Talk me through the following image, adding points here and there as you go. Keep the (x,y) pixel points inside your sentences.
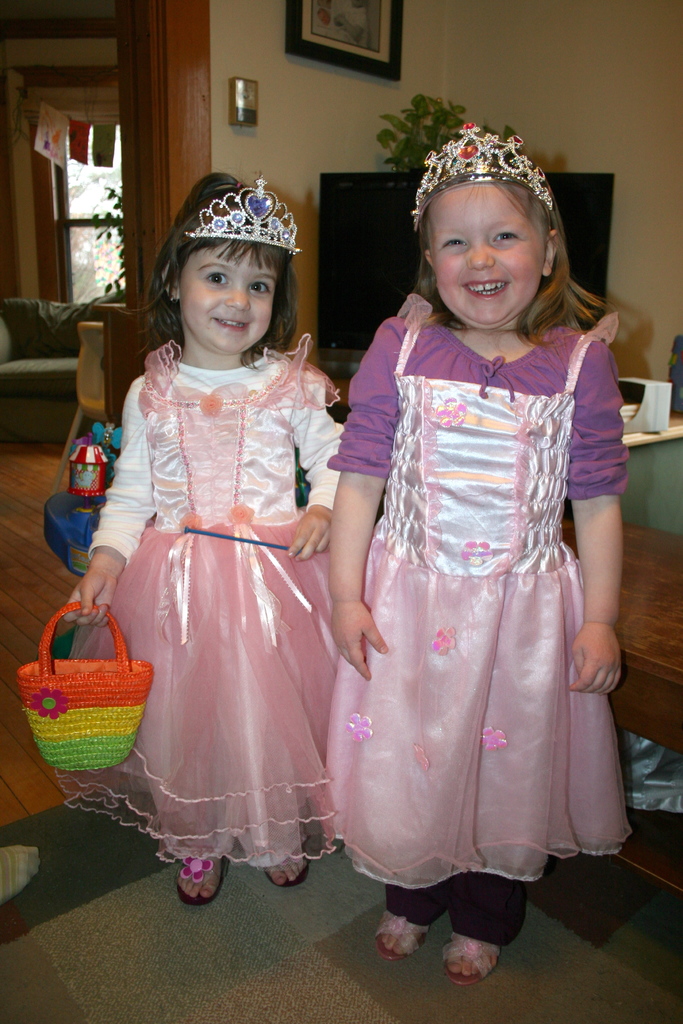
In this picture we can see two small girls (427,688) wearing a pink dresses (405,671) standing in the front (366,831), smiling and giving a pose into the camera. Behind there is a brown wall (259,109) and a black led television (365,226). On the left side (150,140) there is a door (121,84) and behind we can see the sofa (68,378).
